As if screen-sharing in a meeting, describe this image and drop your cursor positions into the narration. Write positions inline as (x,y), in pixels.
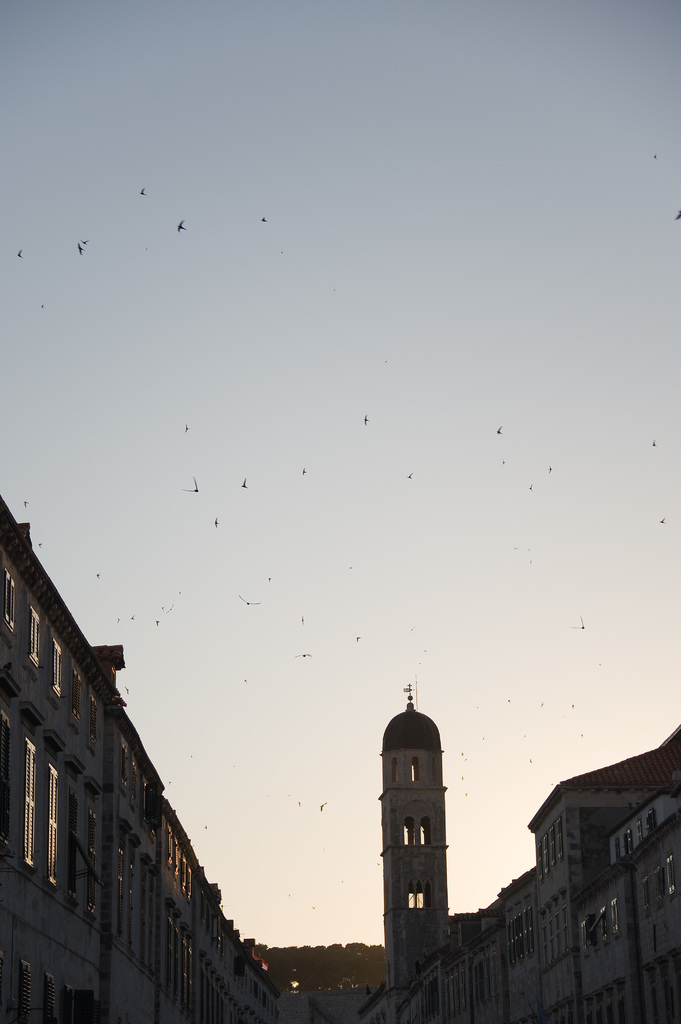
On the bottom (102,868) we can see monument (435,825). Here it's a tower (432,726). In the center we can see many birds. On the top (312,79) there is a sky (272,79).
